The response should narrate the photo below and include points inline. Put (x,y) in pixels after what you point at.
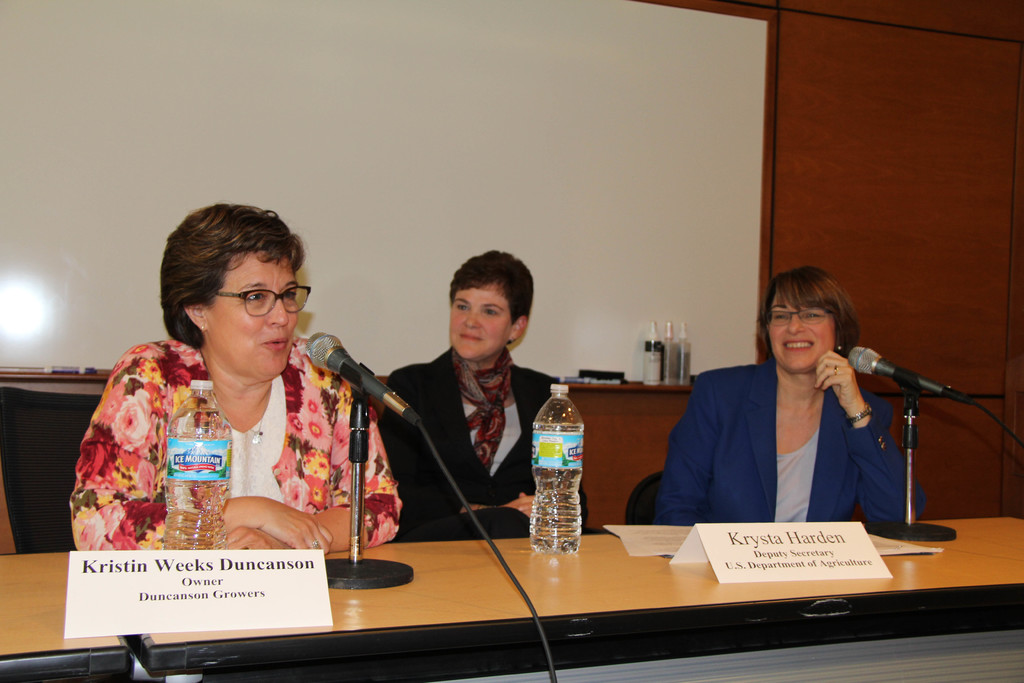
In this image I see 3 women (216,235) and all of them are smiling, I can also see that there are 2 mics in front of these 2 women (90,525) and there are 2 bottles (201,472) on the table (594,551). In the background (753,300) I see the board (744,303) and the wall (931,13).
